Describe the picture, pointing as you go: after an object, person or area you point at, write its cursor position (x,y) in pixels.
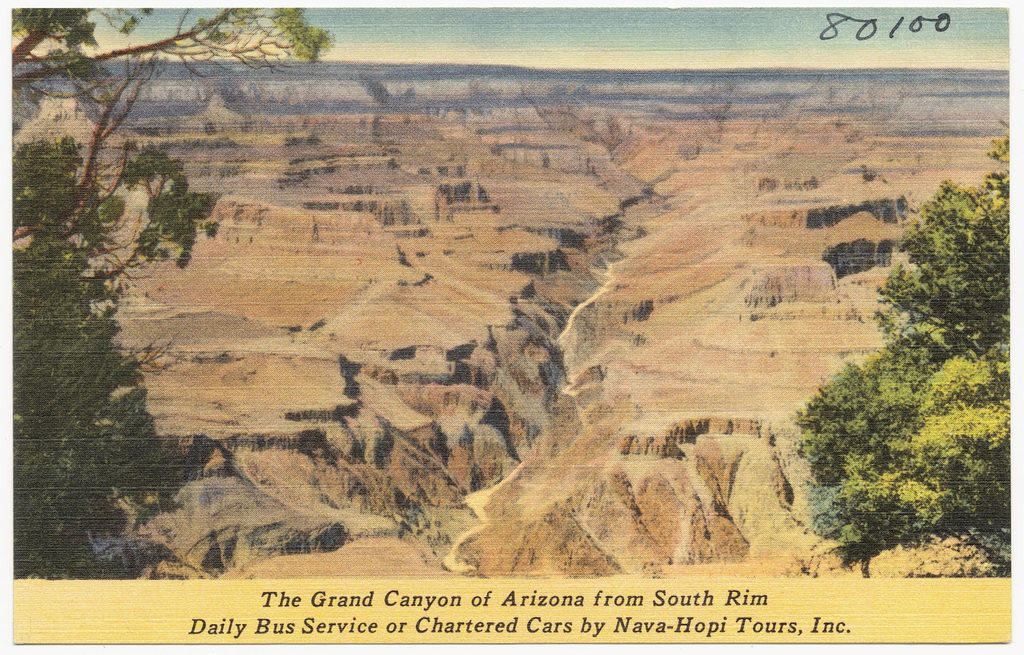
This image looks like a painting in which I can see trees (832,470), text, mountains (690,324) and the sky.
